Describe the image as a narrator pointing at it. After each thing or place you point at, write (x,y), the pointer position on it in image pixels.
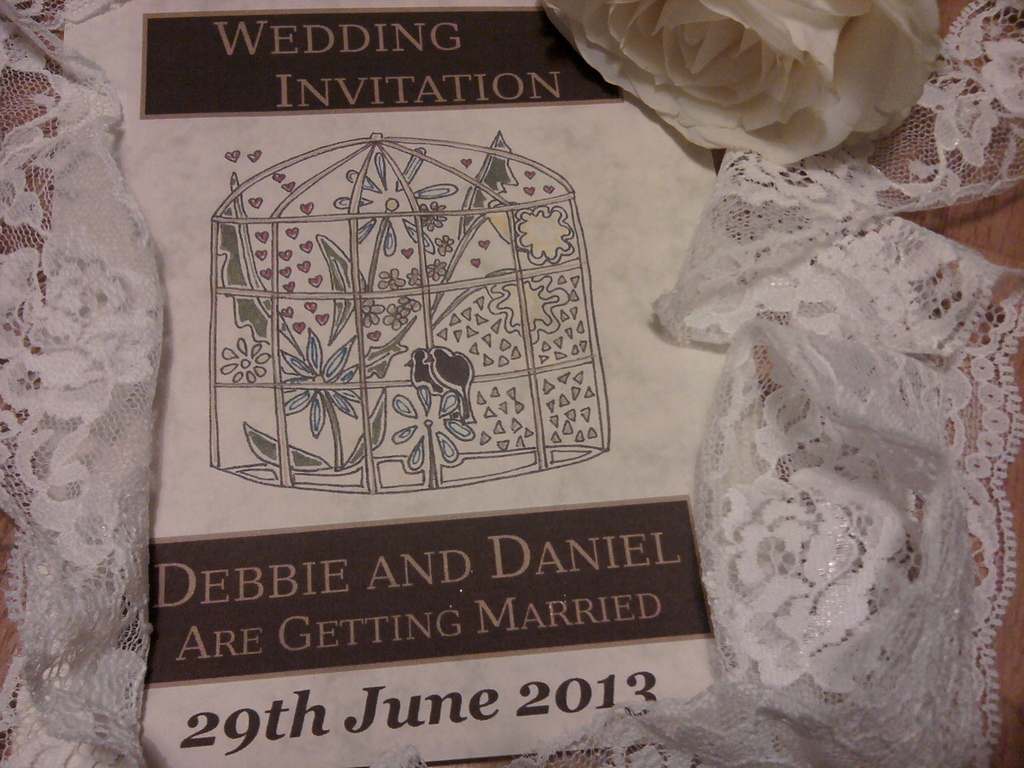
In this image we can see a white color pamphlet (536,372). Beside flower (742,41) and cloth (848,481) is present.
